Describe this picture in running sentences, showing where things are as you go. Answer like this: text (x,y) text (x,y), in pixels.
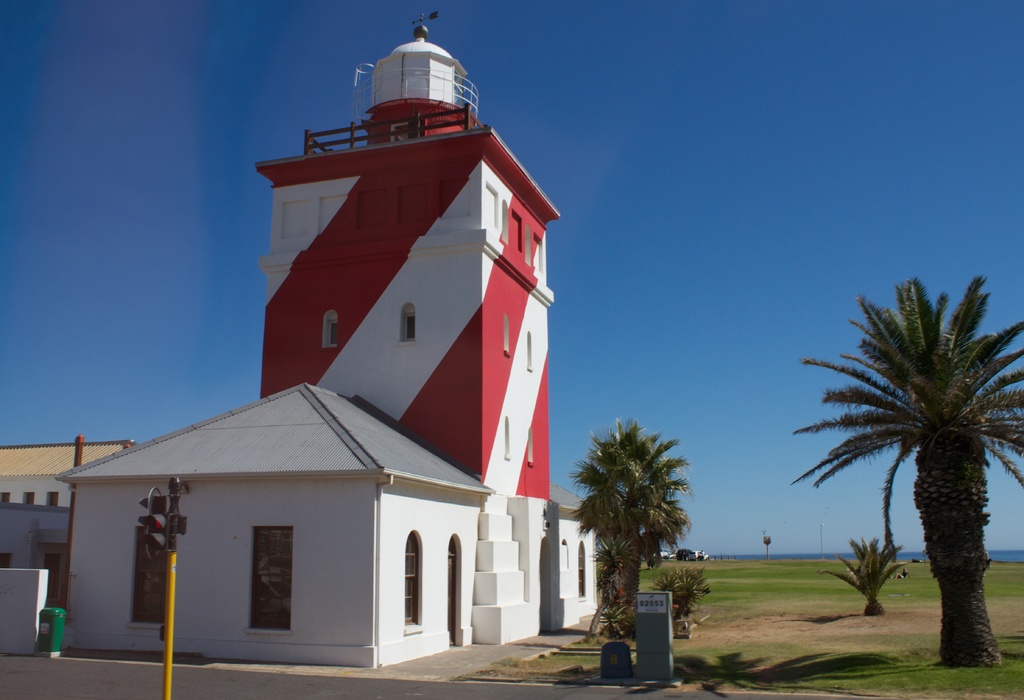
In the center of the image (540,442) there is a building (152,623). There is a traffic signal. There are trees (919,297). There is grass (879,679). At the top of the image (812,152) there is sky (801,84).
